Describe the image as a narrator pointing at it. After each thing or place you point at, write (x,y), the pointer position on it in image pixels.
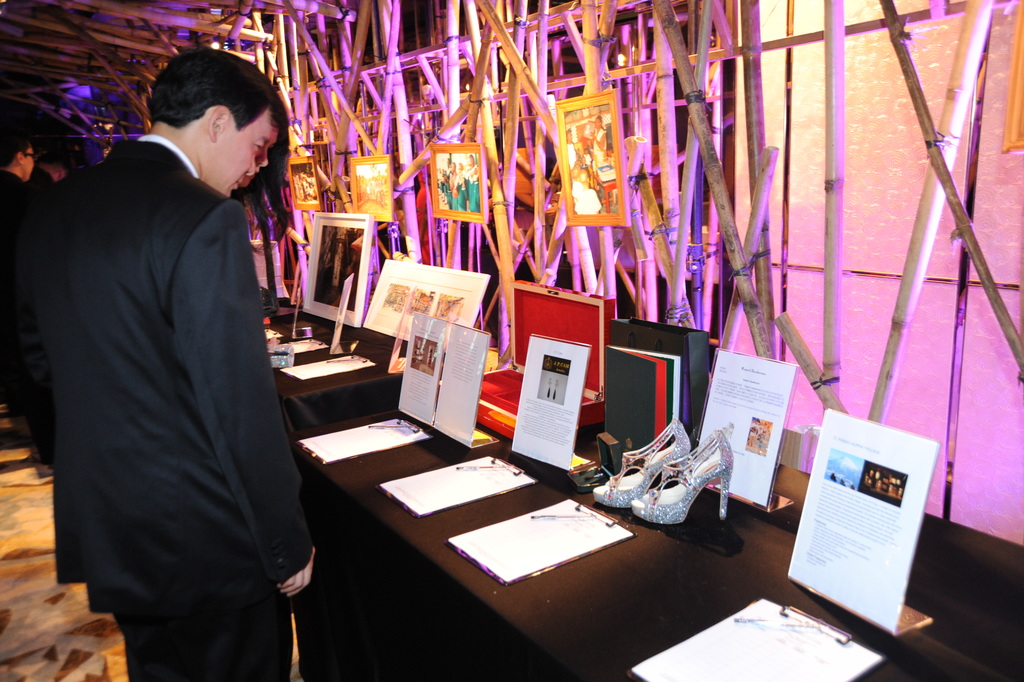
In this image there are few persons (143,280) standing at the left most of the image (166,357). There are some objects (434,373) are placed on the table (643,531).
